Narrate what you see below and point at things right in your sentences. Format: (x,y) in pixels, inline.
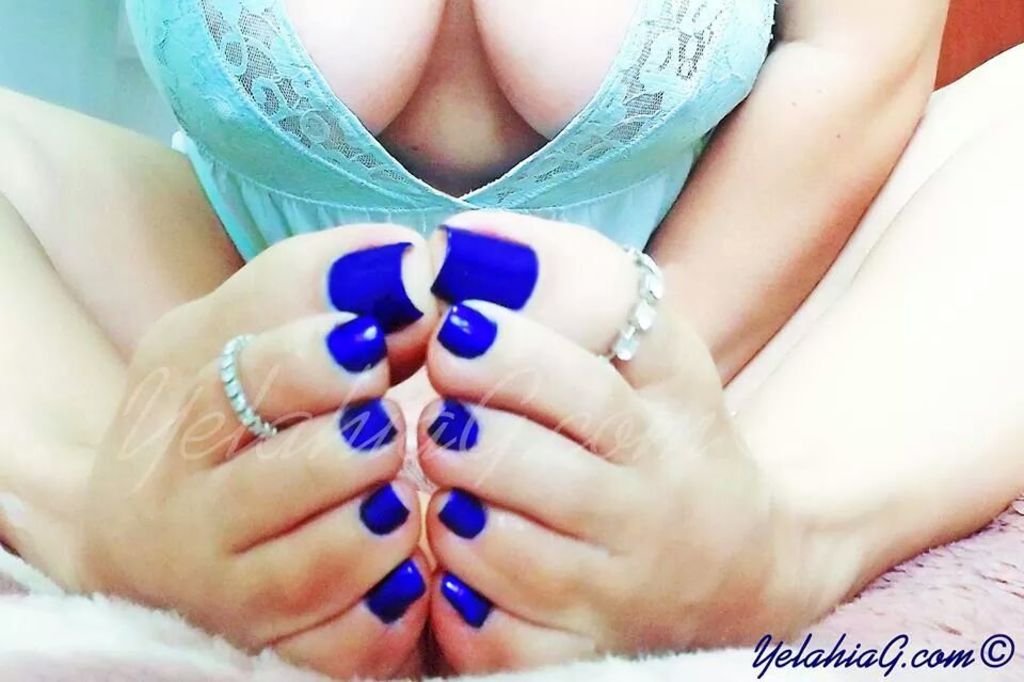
In this image there is a person (244,110) wearing blue dress (258,203). this is a carpet (134,668). The person (644,593) has kept blue nail paint (367,275) on the nails (403,574).
